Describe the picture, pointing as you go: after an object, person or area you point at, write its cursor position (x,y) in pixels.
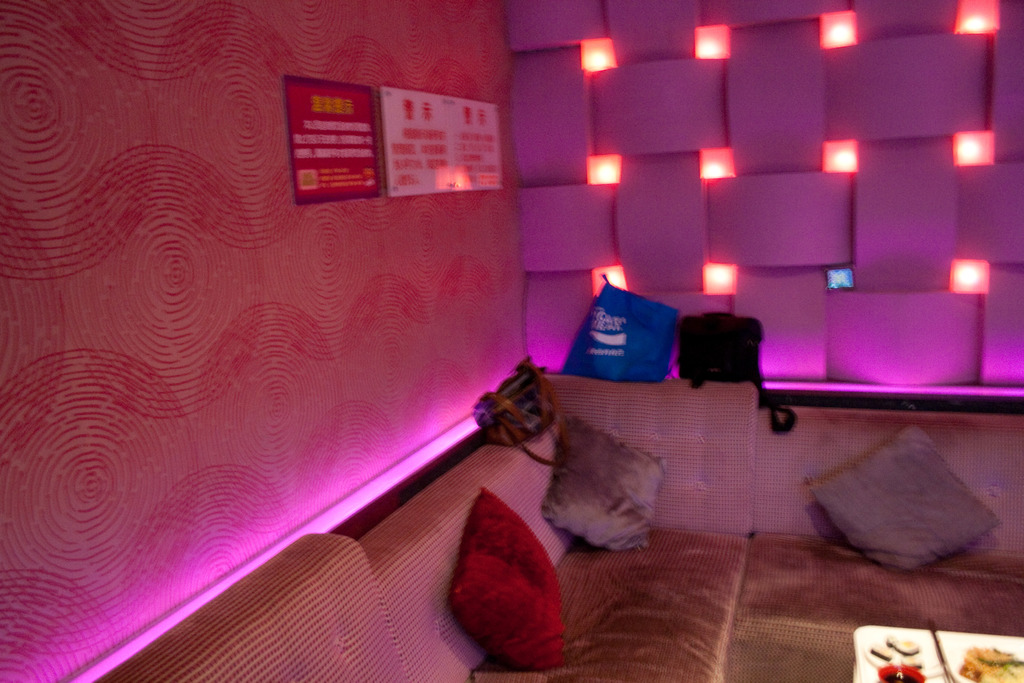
In this image we can see a sofa (447,546) on which some bags (739,357) are there and a board (494,155) is there on which a text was written.
